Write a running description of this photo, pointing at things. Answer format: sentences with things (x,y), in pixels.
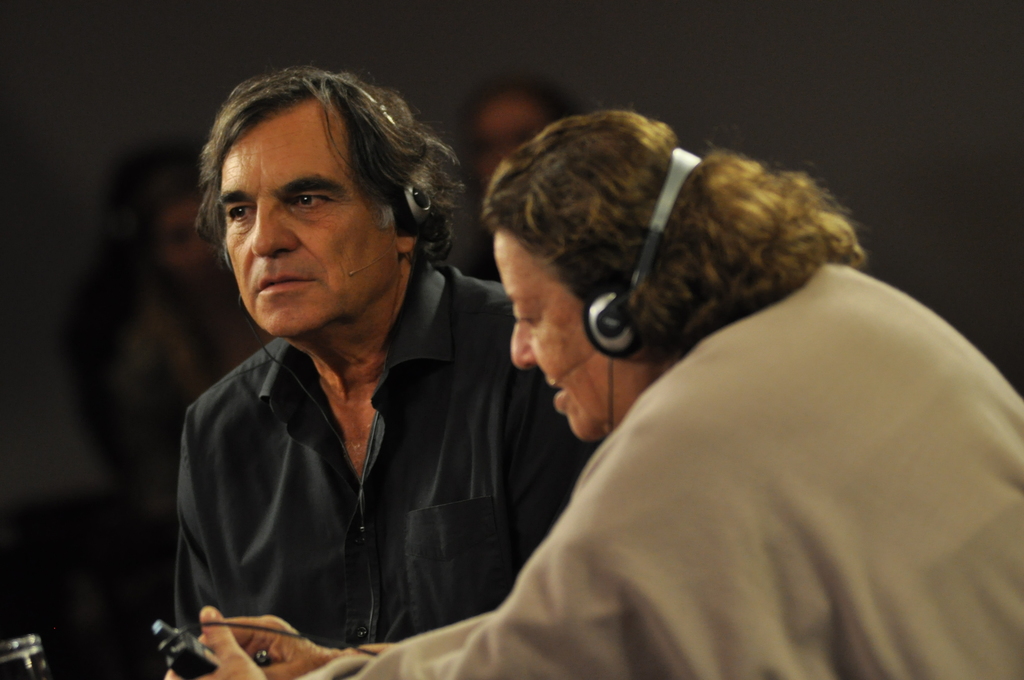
In this image, there are a few people (724,308). Among them, we can see a person (764,188) holding some object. We can also see the blurred background (788,71). We can see an object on the bottom left corner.
